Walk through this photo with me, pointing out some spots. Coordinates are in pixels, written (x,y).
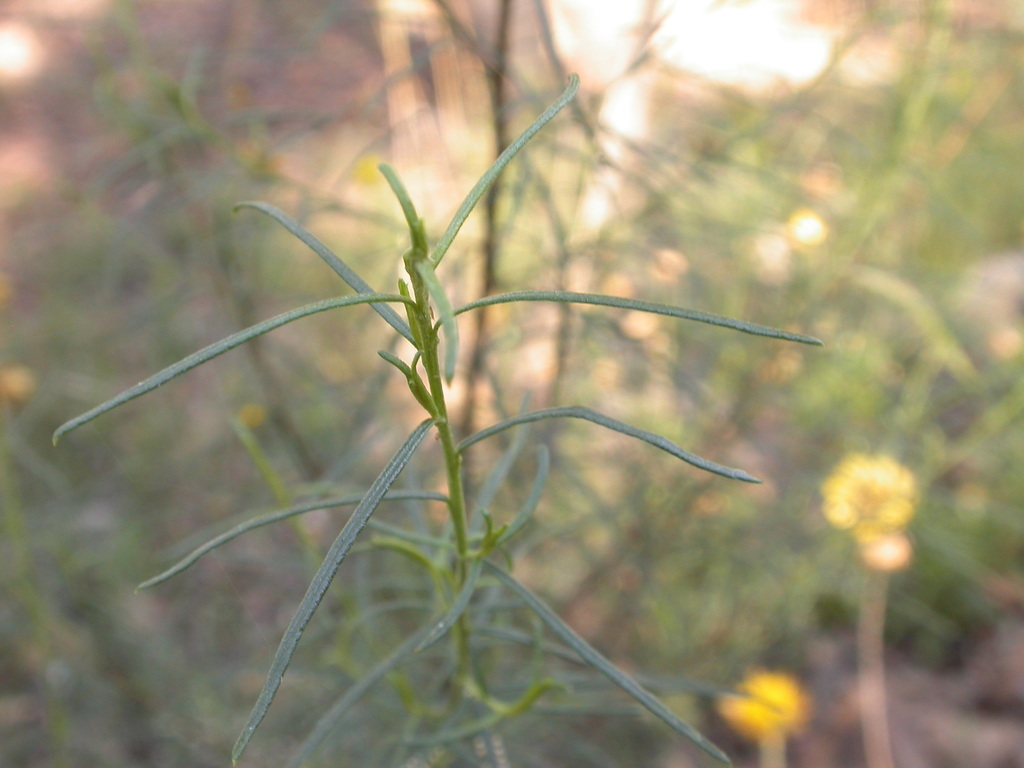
We can see plant (476,688). Background (289,285) it is blur and green color.
